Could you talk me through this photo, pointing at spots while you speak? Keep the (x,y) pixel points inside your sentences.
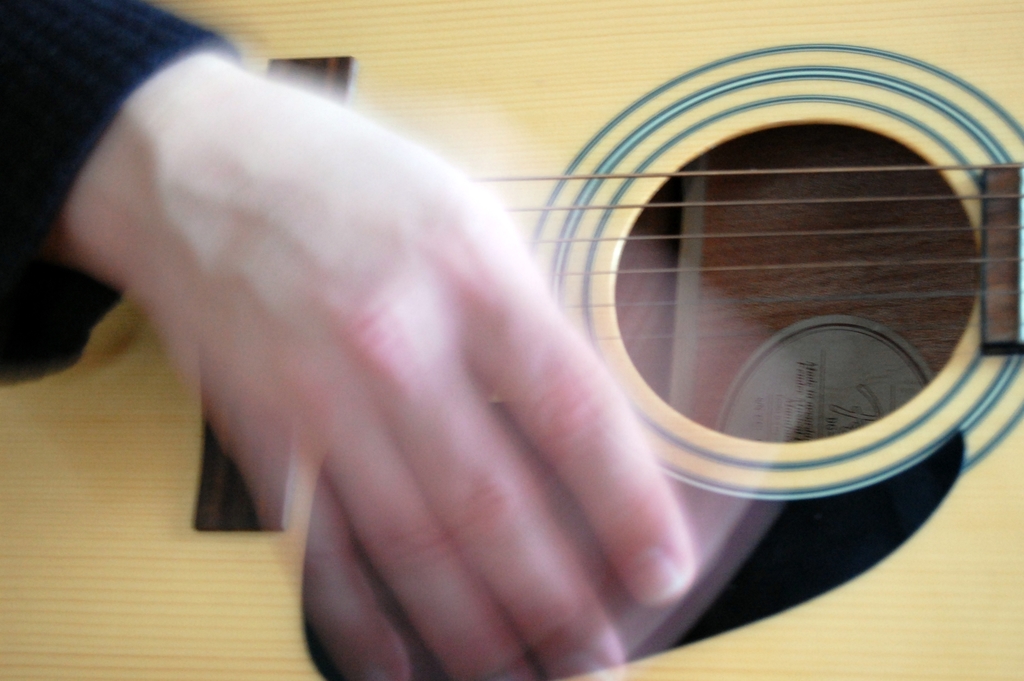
In the image there is a person's hand (446,433) and a guitar (855,437).
